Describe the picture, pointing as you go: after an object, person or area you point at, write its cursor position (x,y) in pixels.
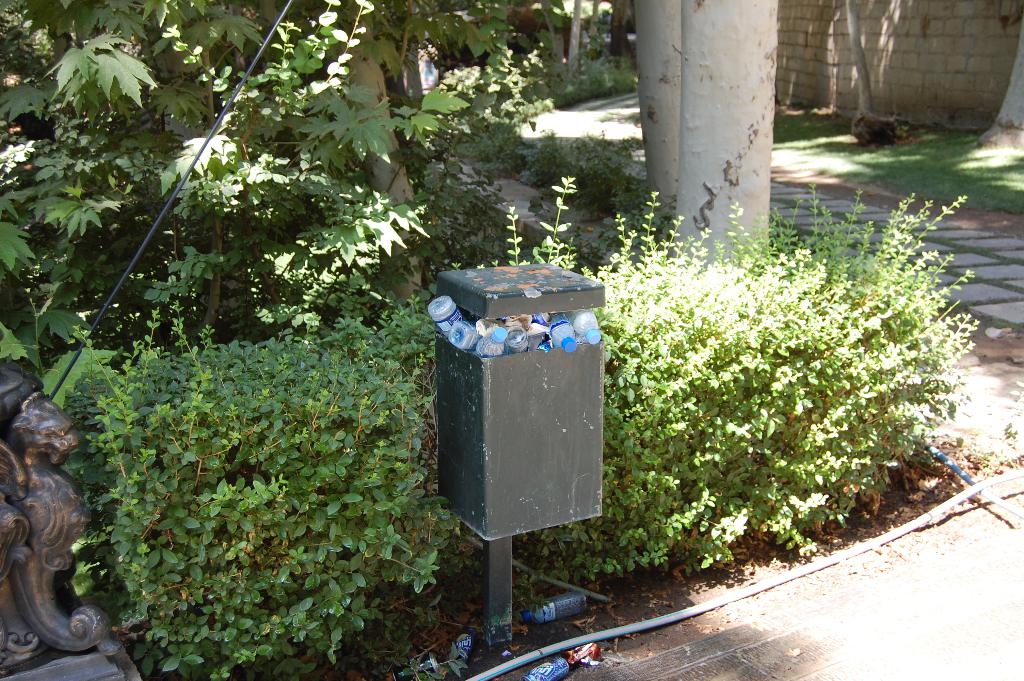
In the middle of the picture (521,375), we see a garbage bin (517,432) containing many water bottles (507,332). Behind that, we see the shrubs (719,306). Behind that, we see the white poles (747,157). In the left bottom (3,467), it looks like a pillar (89,611) with a lion shaped statue (38,596). In the background (325,76), we see the trees (387,5). In the right top (892,170), we see the grass (965,153) and a wall (957,79). At the bottom (746,638), we see the pavement (822,633), white pipe (656,618) and water bottles (463,646).
